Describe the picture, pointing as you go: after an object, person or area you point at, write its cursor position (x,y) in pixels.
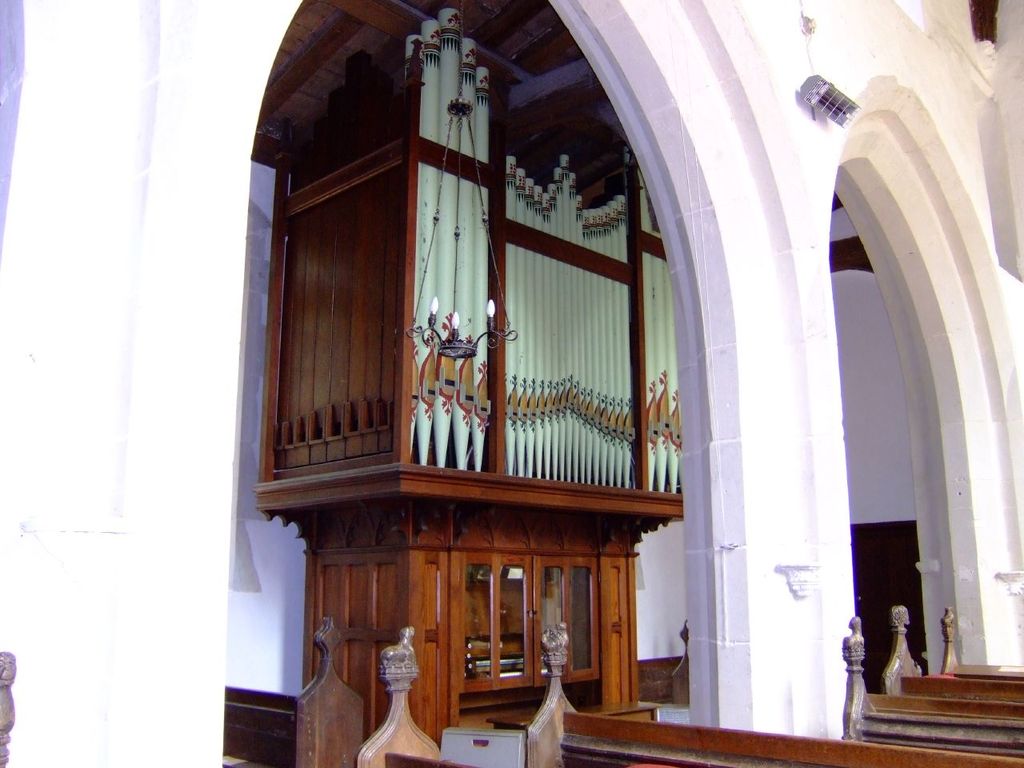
In the image it looks like a church (839,661), there are benches (920,693) and behind the benches (928,705) there are two arches (686,356) and there is a wooden cabinet (378,364) and in front of the cabinet (416,223) there is some decorative item (492,318).
